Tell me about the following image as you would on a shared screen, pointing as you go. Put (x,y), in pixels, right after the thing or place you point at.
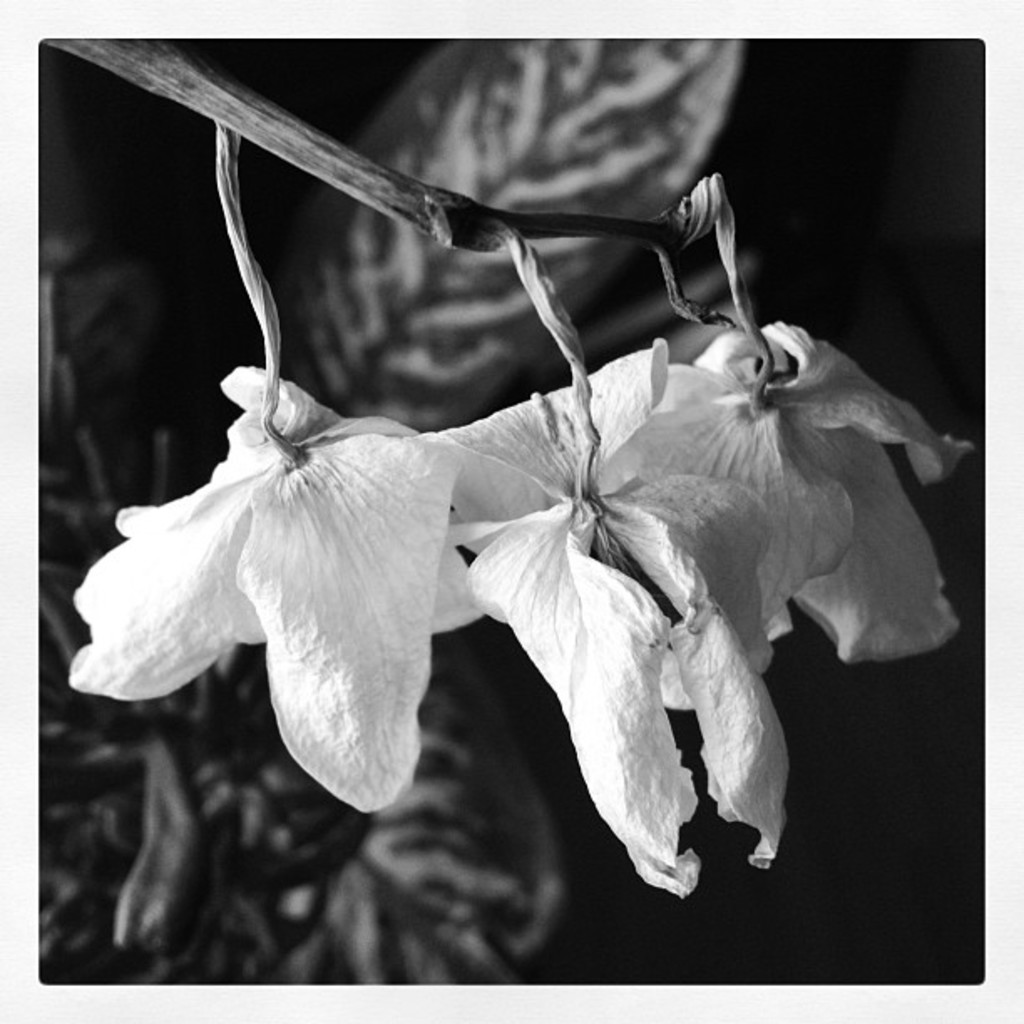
It is a black and white image and in this image we can see the flowers (630,445) of the plant (474,232). In the background (409,926) we can see the leaves (560,159).
